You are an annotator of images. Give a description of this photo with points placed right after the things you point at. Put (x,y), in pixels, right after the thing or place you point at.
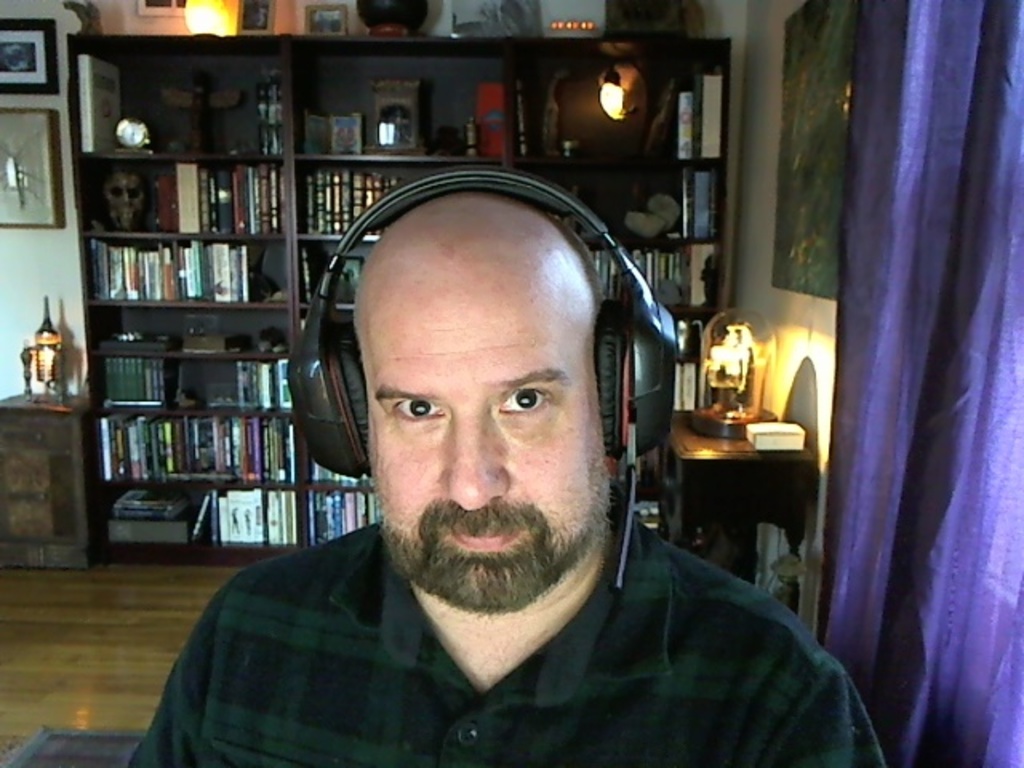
In front of the picture, we see a man (464,643) is wearing the headsets (356,436) and he is staring at something. On the right side (839,513), we see a curtain (849,430) in violet color. Beside that, we see a table (739,448) on which a lamp (737,412) and a white color object (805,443) are placed. Behind that, we see a wall (835,351) on which a photo frame (780,150) is placed. On the left side (6,490), we see a table (38,444) on which a lamp (40,384) is placed. Behind that, we see a wall (43,253) on which photo frames (37,87) are placed. In the background (160,160), we see a rack (291,221) in which many books (235,252) are placed. On top of the rack (165,50), we see the photo frames (334,29) and a lamp (231,23) are placed.
